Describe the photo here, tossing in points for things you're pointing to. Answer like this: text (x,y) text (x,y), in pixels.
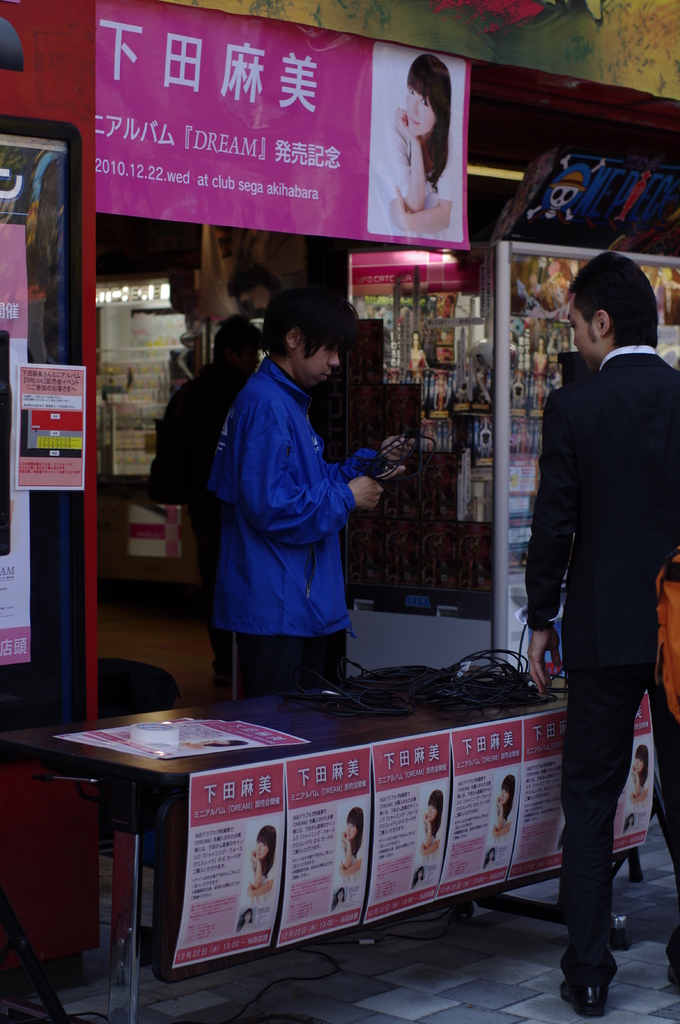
In this image, we can see a shop (136,445), we can see three persons (296,539) standing. There are some posters (222,163) pasted.
